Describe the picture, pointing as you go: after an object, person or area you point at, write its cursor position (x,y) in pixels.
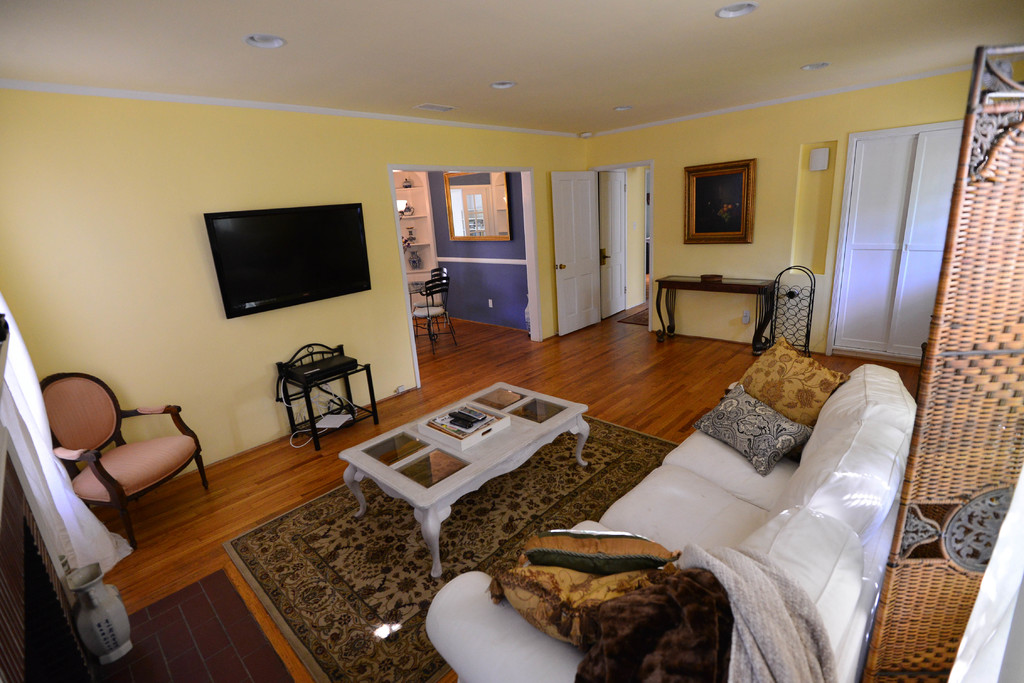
This pictures of inside the room (855,172). On the right corner (780,488) there is a door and a couch (729,530) on the top of which some cushions (745,447) are placed. There is a center table (520,449) and a floor carpet (615,473). On the left (35,373) we can see a curtain (62,513), a chair (167,447) and a wall mounted television (280,256) and we can see a box (327,364) placed on the top of the table (310,417). On the right (747,186) we can see a door (582,217), a picture frame (726,201) hanging on the wall (762,131) and a table (720,283). In the background (417,197) we can see a shelf (424,250) some chairs (440,285) and a window (485,220).
